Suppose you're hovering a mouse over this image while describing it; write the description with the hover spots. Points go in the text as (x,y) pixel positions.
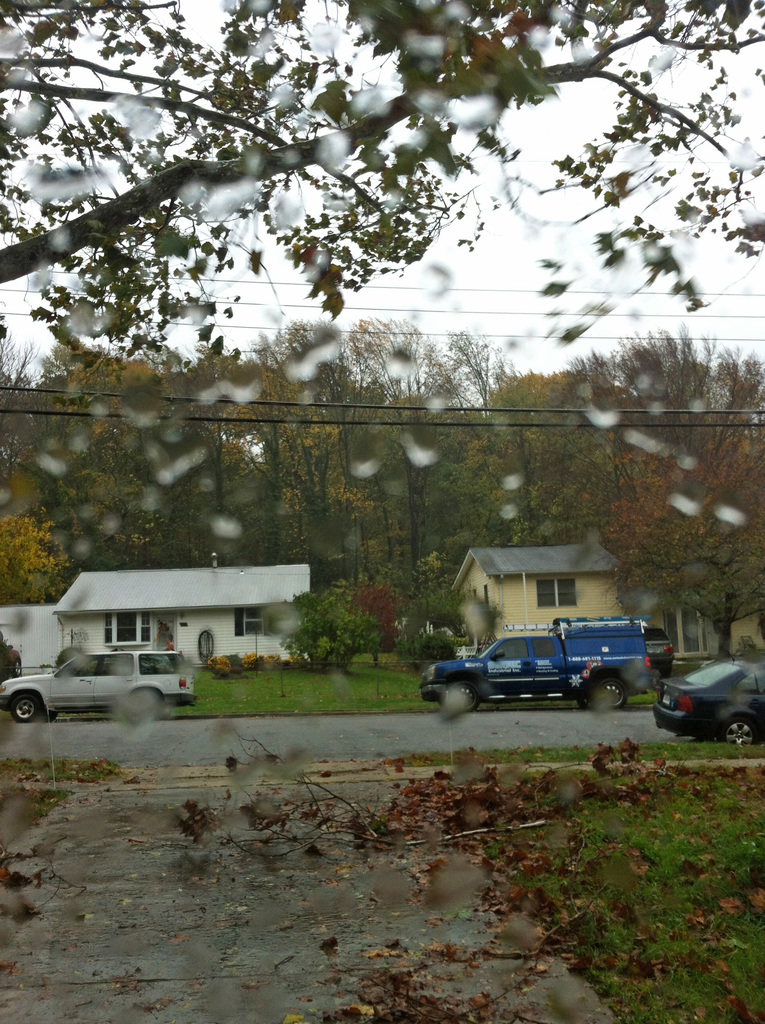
In this picture there are vehicles (612,698) on the road (575,726). At the back (496,576) there are buildings (121,576) and trees (547,417). In the foreground (239,799) there are water droplets (192,961) on the mirror (261,824) and there is a tree (106,198). At the top (490,182) there is sky (503,201) and there are wires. At the bottom (289,717) there is grass (277,698) and there is a road (347,751).
